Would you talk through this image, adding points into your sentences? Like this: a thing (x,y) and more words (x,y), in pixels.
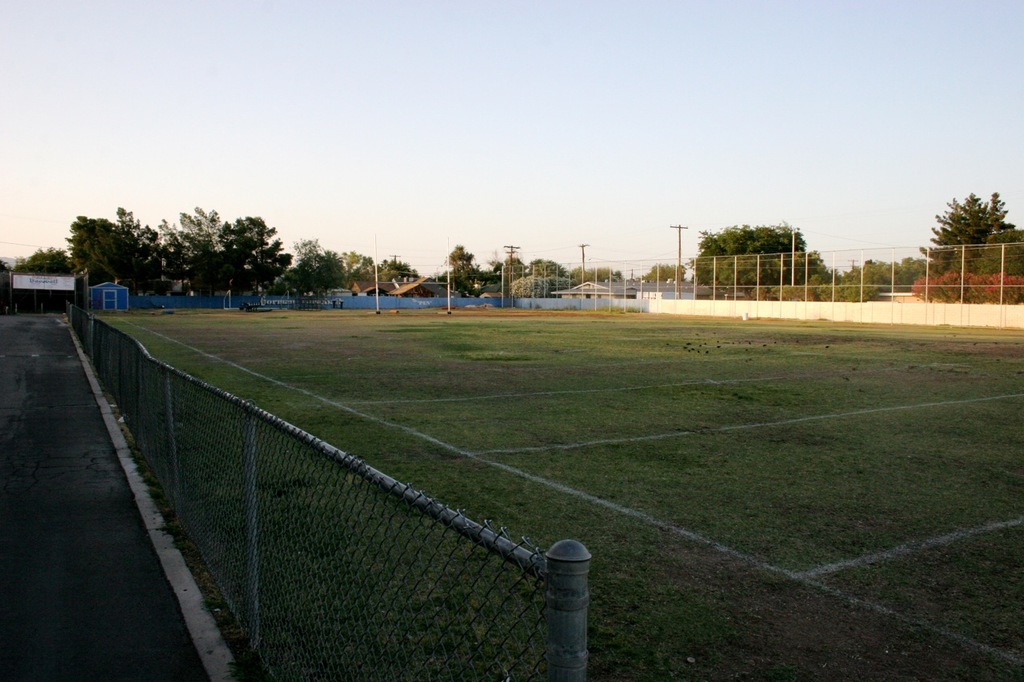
In this image, at the bottom (353,528) there are fence (397,543), grass (739,498), road (131,592). In the background (392,275) there are trees (770,283), fence (758,286), electric poles (511,276), sky (561,155).
